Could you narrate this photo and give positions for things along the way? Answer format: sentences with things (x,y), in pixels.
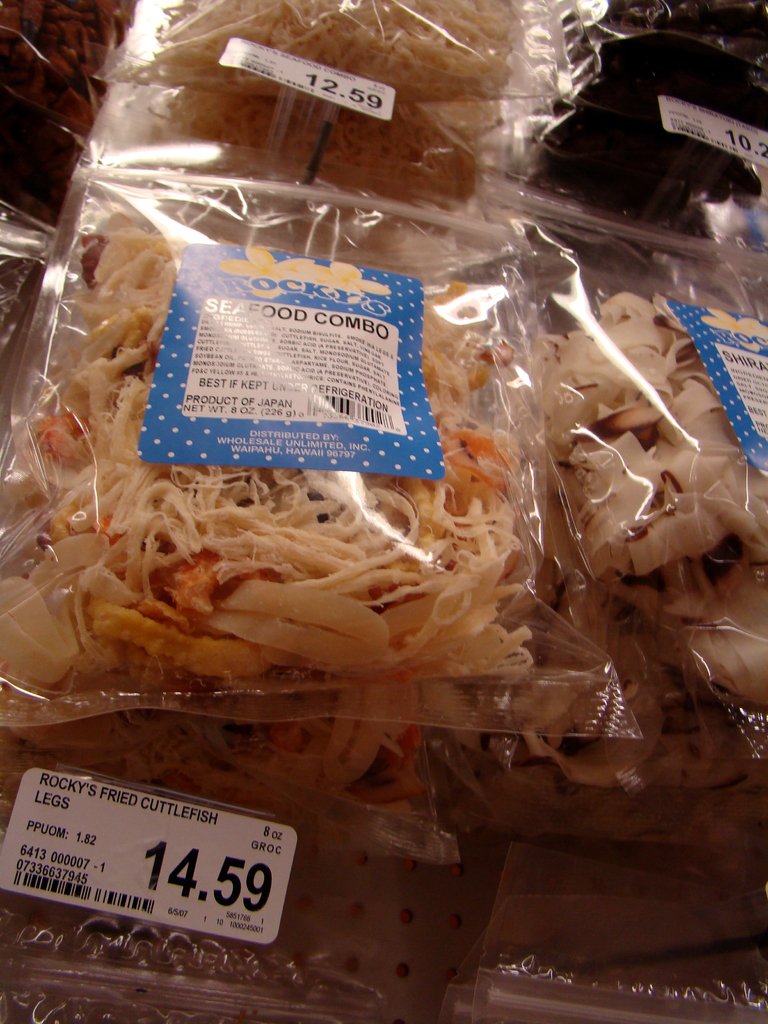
In this picture I can see food items (444,660) packed in covers (512,475), with some stickers (201,285) on it.
